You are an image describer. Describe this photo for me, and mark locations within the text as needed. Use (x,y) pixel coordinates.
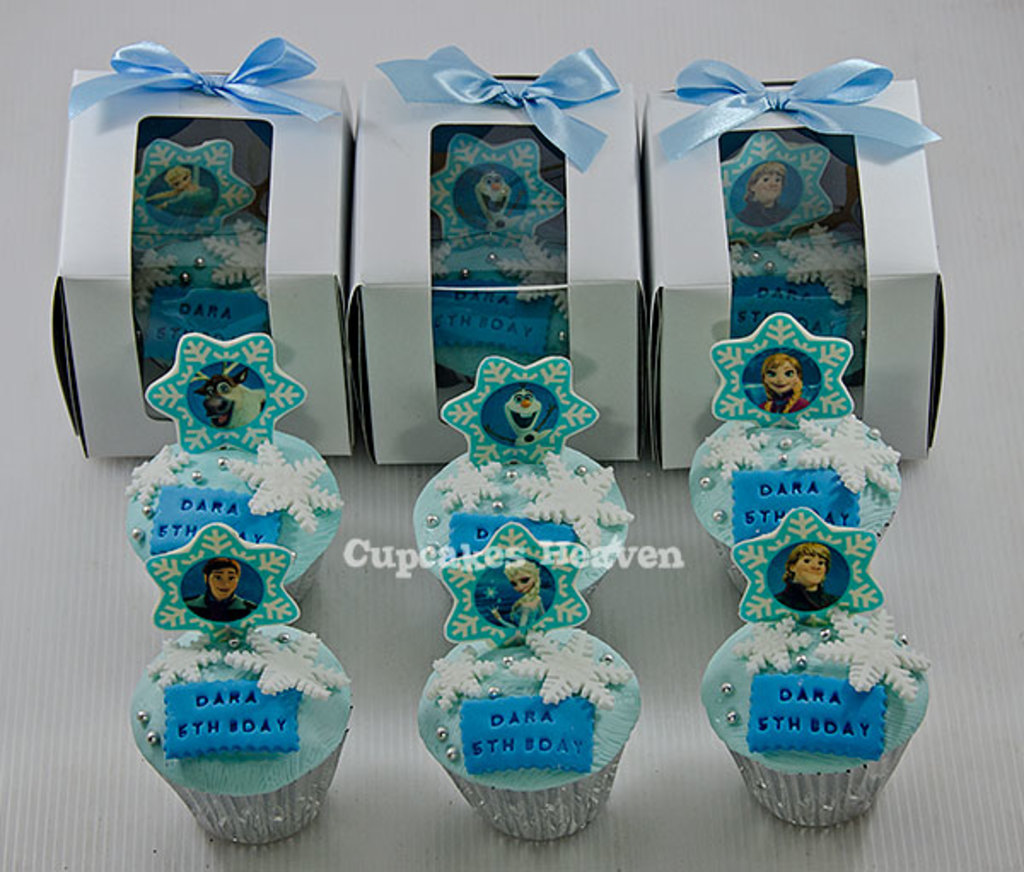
This image consists of cupcakes (493,540) and boxes (613,227). In those boxes (115,295) there are cupcakes (185,320). They are in blue color.
